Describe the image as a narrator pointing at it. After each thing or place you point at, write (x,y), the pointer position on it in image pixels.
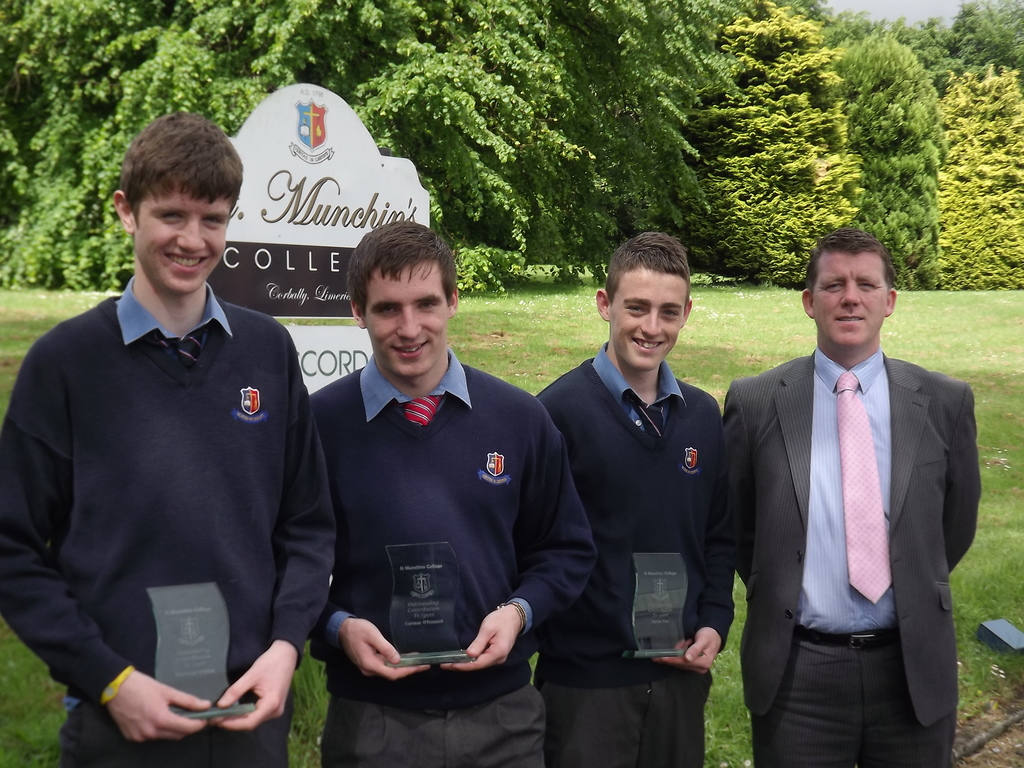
In the picture we can see four men (602,519), one man (808,475) wearing suit (803,403) and the other three (568,555) wearing similar color dress (289,470) holding some awards (398,551) in their hands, in the background of the picture (324,290) there is board (263,273), there are some trees (556,166), clear sky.
